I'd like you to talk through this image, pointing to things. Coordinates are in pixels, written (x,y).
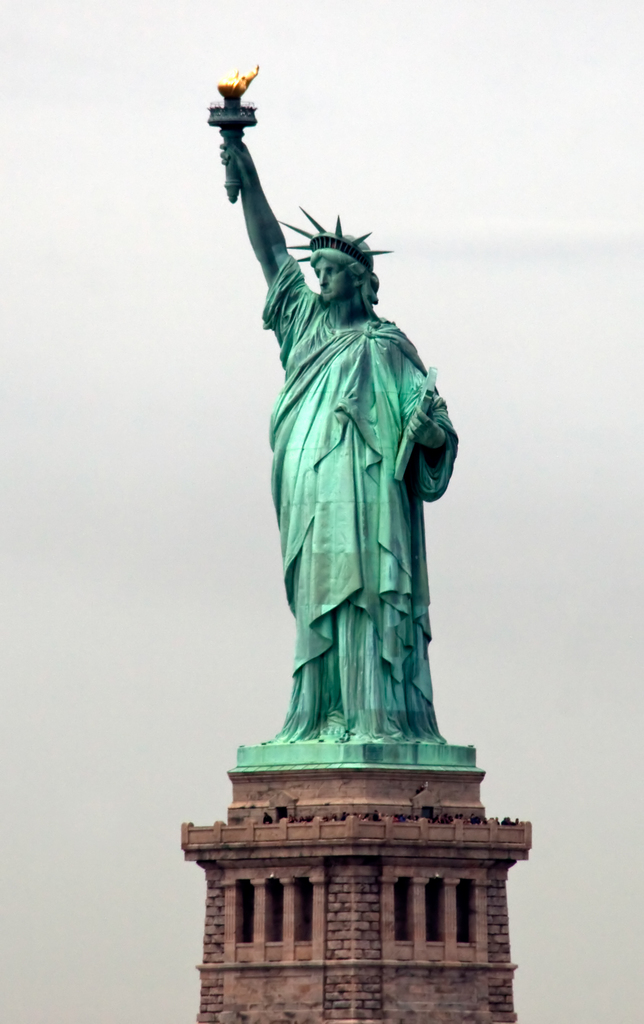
In this image I see the statue of liberty (379,325) over here and I see the sky (217,352) in the background (497,108).
